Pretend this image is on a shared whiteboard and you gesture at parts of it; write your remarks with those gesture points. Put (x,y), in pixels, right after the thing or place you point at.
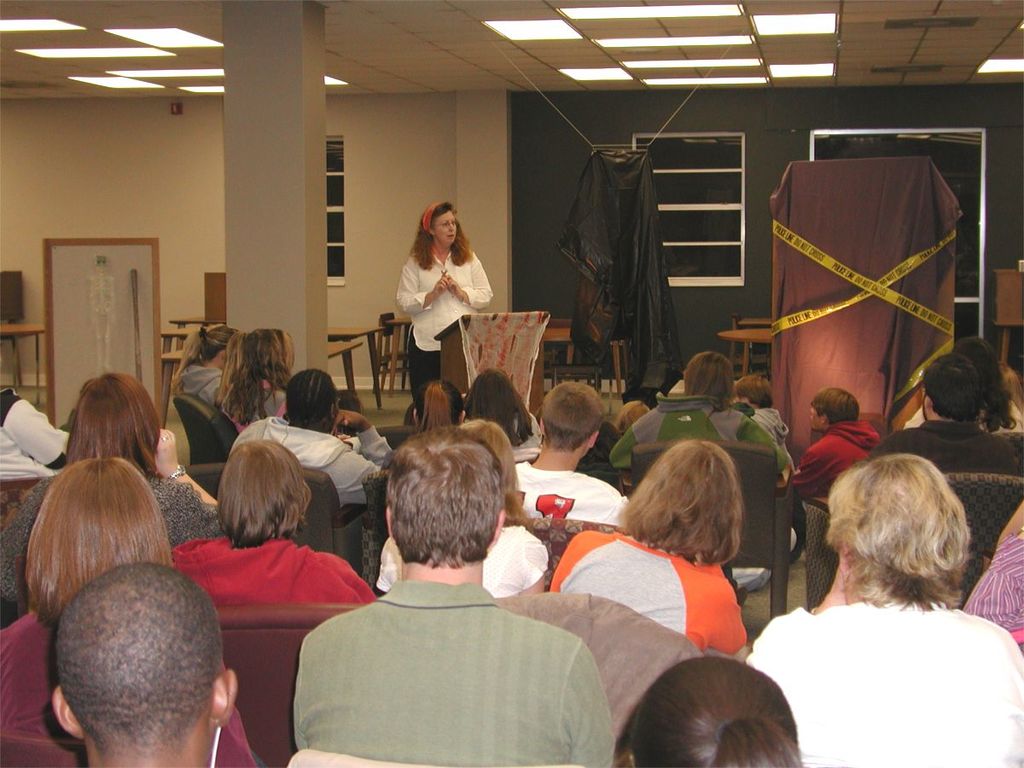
This image is taken indoors. At the bottom of the image (272,558) many people (659,473) are sitting on the chairs (273,682). In the middle of the image (460,268) a woman (455,232) is standing on the dais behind a podium (482,346). In the background (359,229) there is a wall (80,232) and a pillar (289,224). On the right side of the image (818,270) there is something covered with a cloth (891,195). At the top of the image (140,17) there is a ceiling (574,50) with lights (684,41).
